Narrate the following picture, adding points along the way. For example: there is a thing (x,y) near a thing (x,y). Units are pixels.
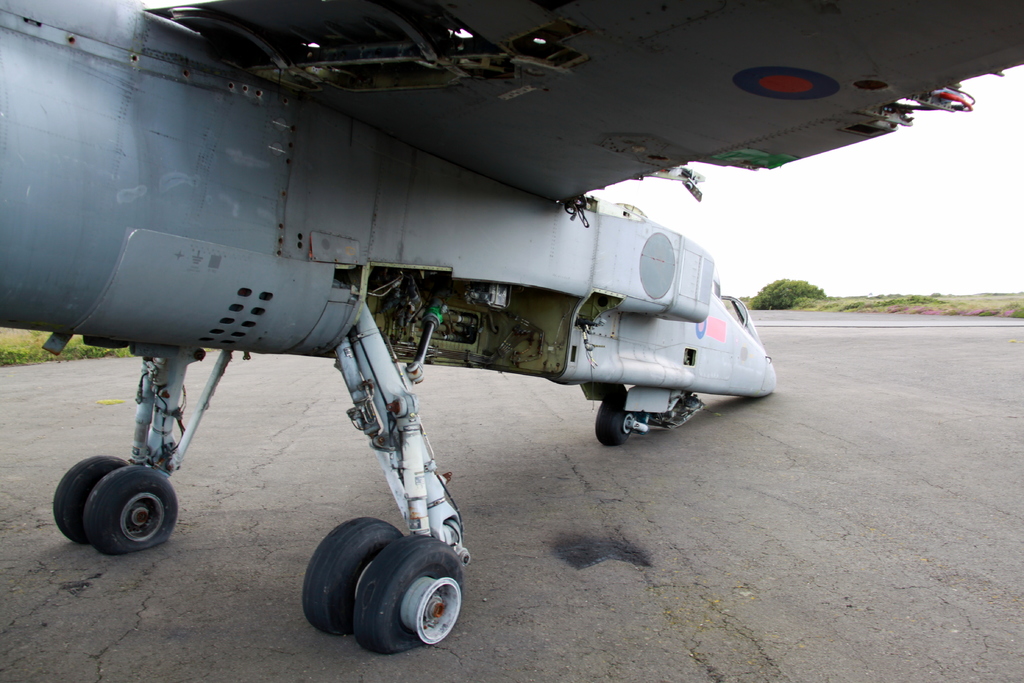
In this image I can see an aircraft (340,178) which is in white color. It is on the road (704,604). In the back (829,297) I can see the plants (806,305), grass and the white sky (768,179).
